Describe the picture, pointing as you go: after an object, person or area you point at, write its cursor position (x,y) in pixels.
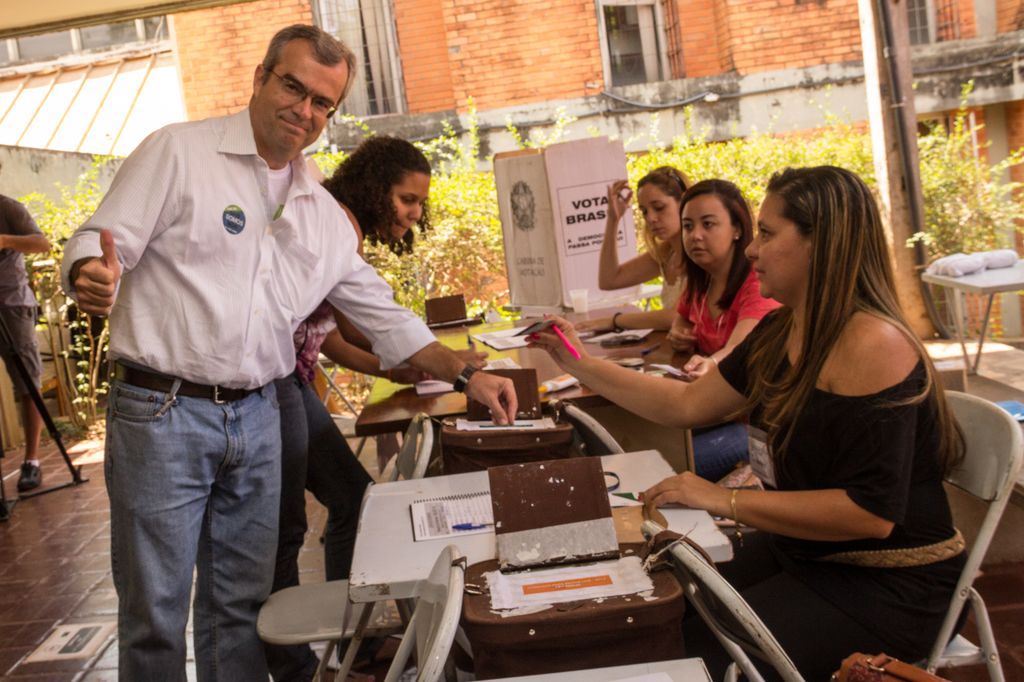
There are three women (700,294) sitting on the chairs (989,474) and two persons (330,293) standing. This is a table (446,410) with some objects (590,340) on it. There are some empty chairs (352,621). At background (581,128) I can see a building (595,65) with windows (618,53) and small trees (472,157).
